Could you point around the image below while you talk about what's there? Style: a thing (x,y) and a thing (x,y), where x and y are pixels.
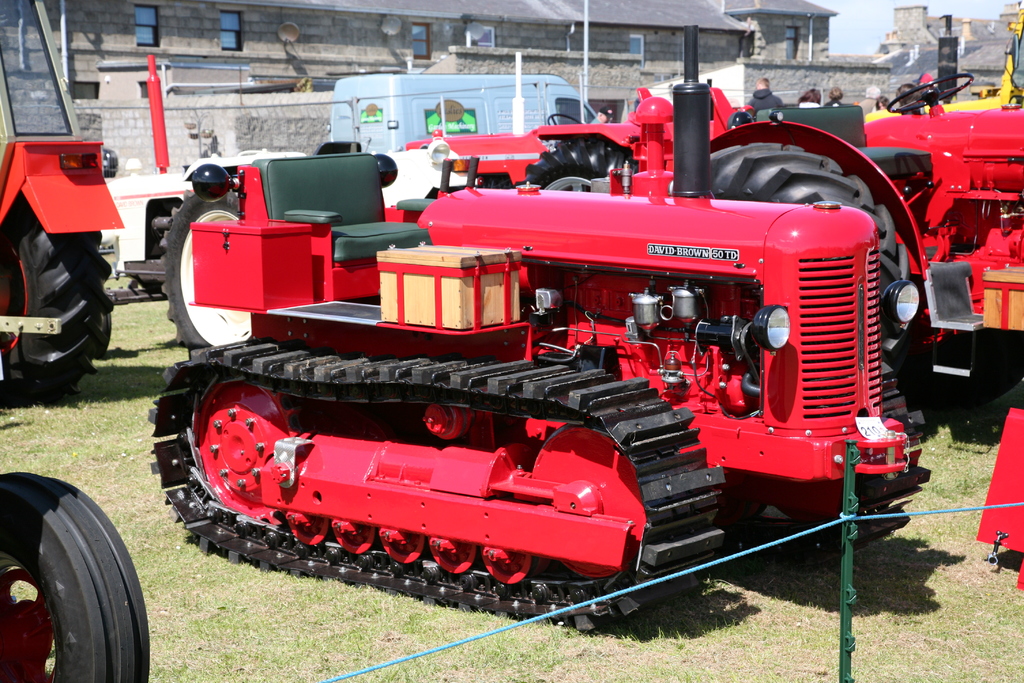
In this picture, we see vehicles (476,310) in red color are parked. In front of the picture, we see a green rod (842,681) and a blue rope (747,552). At the bottom (267,598), we see the grass (267,598). Behind the vehicles (563,467), we see the fence (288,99) and a van (382,119) is moving on the road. Beside that, we see the people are standing. There are buildings (659,26) in the background (539,50).
